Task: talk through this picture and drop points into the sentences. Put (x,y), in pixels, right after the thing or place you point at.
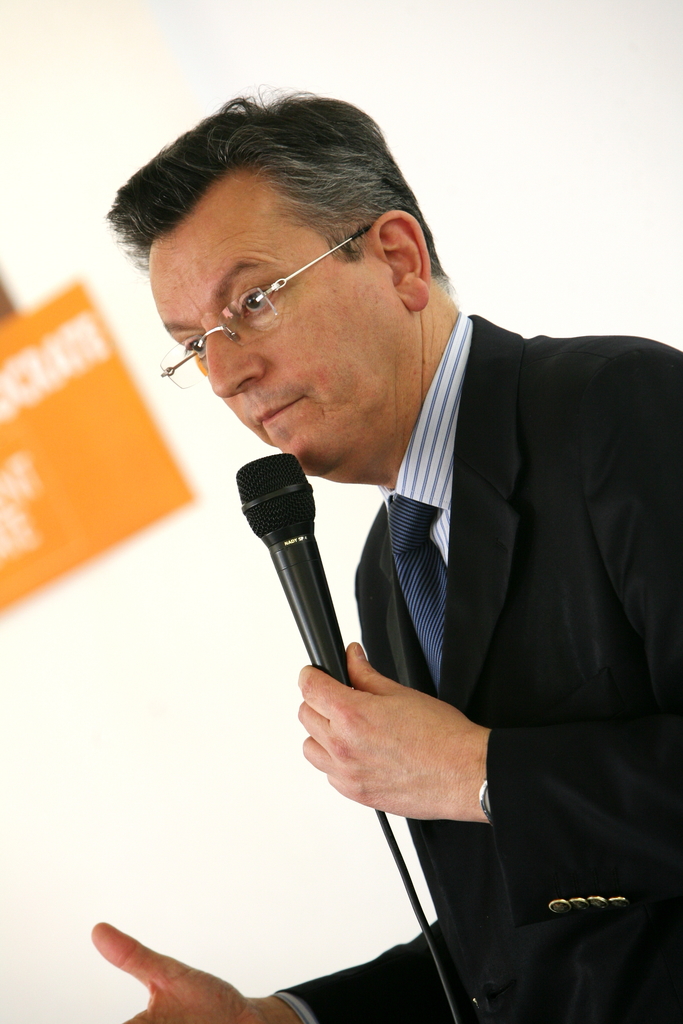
In the image there is a man (521,730) holding a microphone (312,575) and he is also wearing a black color suit (541,590), in background (79,428) we can see hoardings (11,421).
